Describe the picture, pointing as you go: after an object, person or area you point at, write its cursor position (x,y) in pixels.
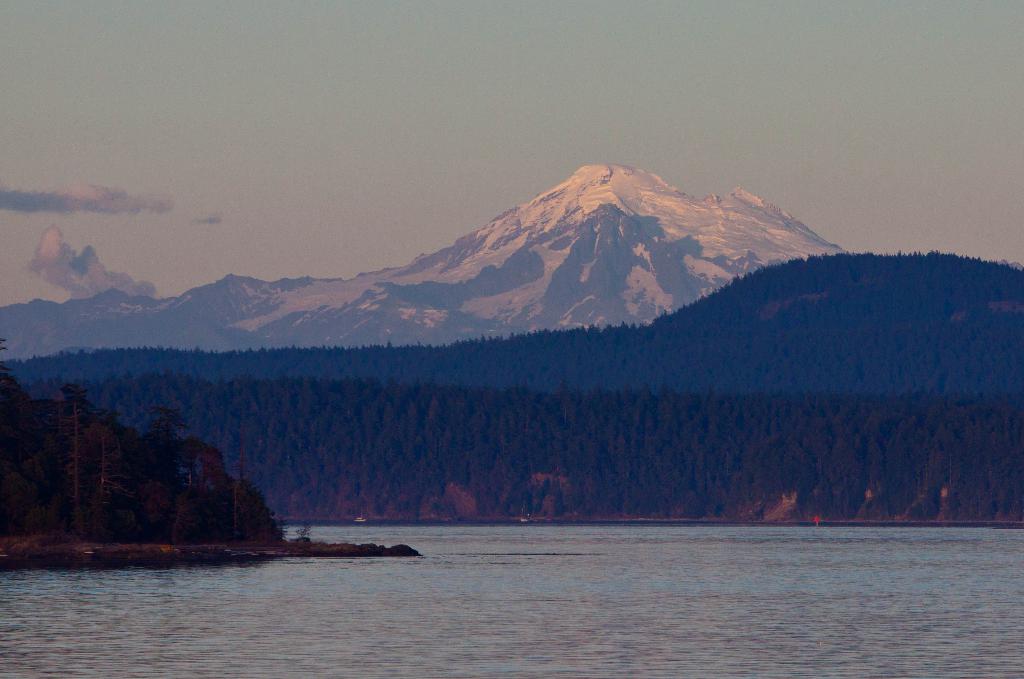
In this image in front (835,600) there is water (656,609). In the background of the image (478,435) there are trees (469,396), mountains (564,274) and sky (477,99).
